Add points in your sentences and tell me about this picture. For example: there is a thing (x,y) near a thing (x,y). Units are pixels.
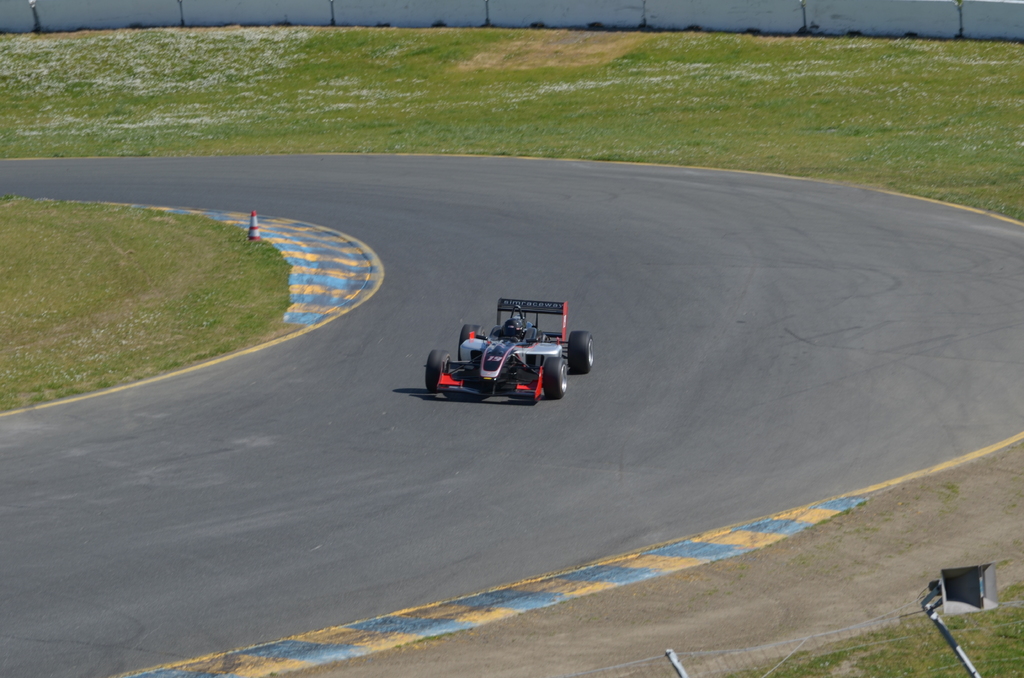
In this picture, we can see a sports car (480,354) on the race track (480,291). On the behind the sport car (444,362) there is a wall (869,20), grass (233,239) and a cone barrier (257,225). In front of the car (503,349) there is a fence (881,633).
